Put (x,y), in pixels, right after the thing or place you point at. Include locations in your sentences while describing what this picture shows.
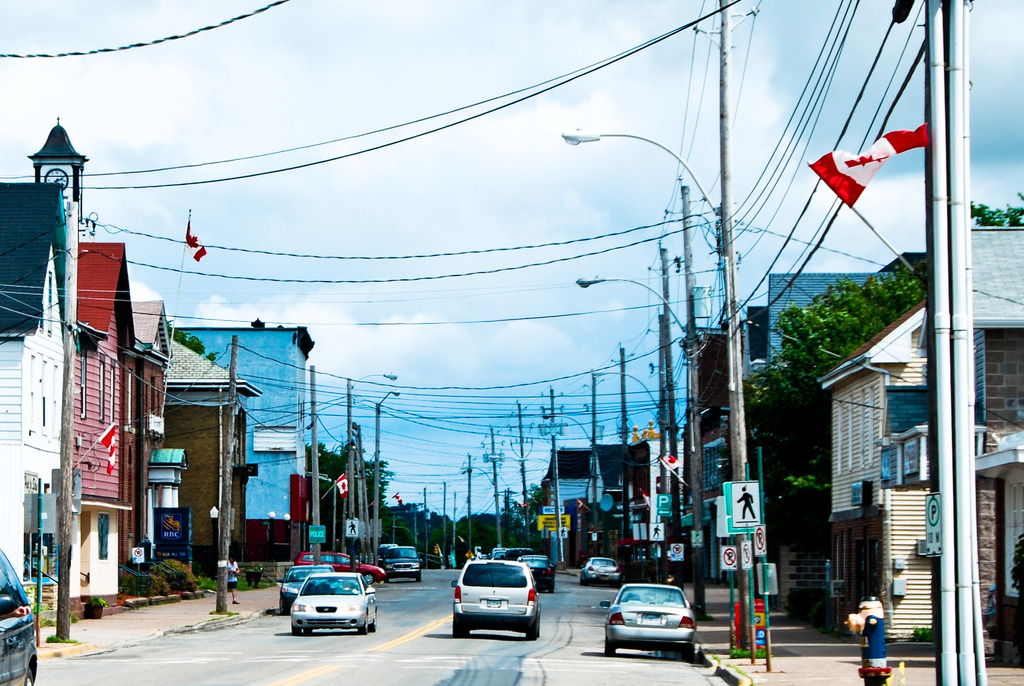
On the left (84,489) and right side of the image (915,397) there are buildings (876,405) and trees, in front of the buildings (95,490) there are poles (945,362), street lights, utility poles (736,449) connected with cables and flags (675,472). At the center of the image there are a few vehicles (479,609) moving on the road (454,642), beside the road (588,616) there are few sign boards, plants (810,616) and there is an object (866,635) on the pavement (850,672). In the background (494,343) there is the sky (479,346).
